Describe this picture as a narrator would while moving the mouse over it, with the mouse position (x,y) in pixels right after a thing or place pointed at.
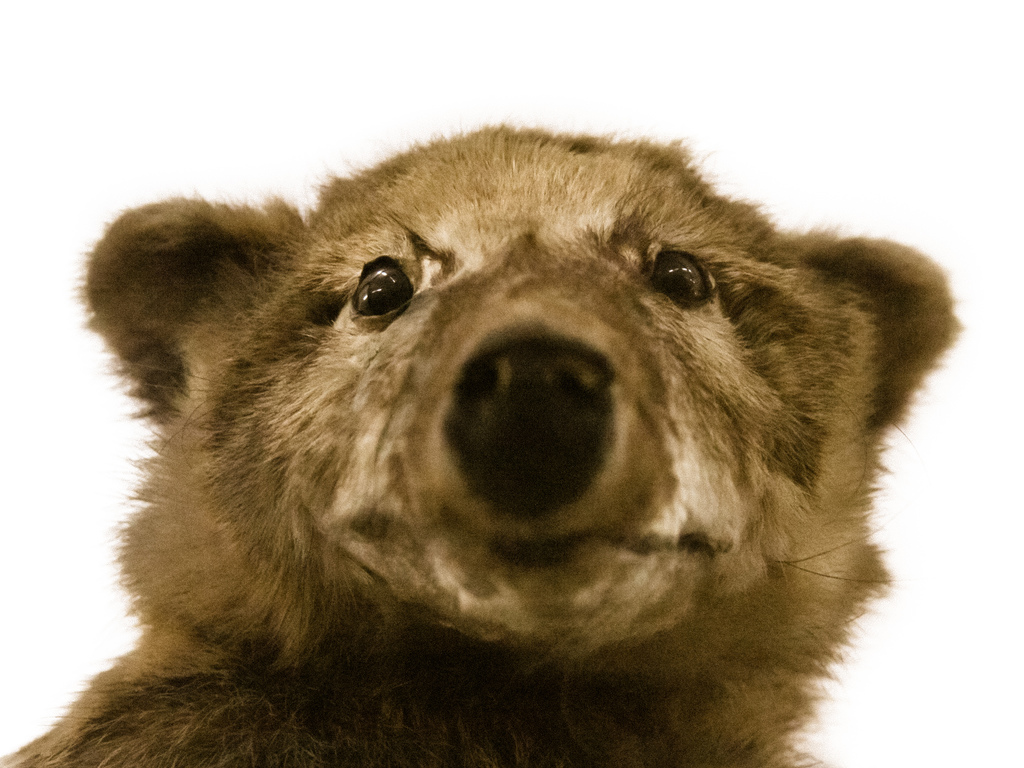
In this picture I can see the bear face (474,298). In the back (1023,537) I can see the white.
